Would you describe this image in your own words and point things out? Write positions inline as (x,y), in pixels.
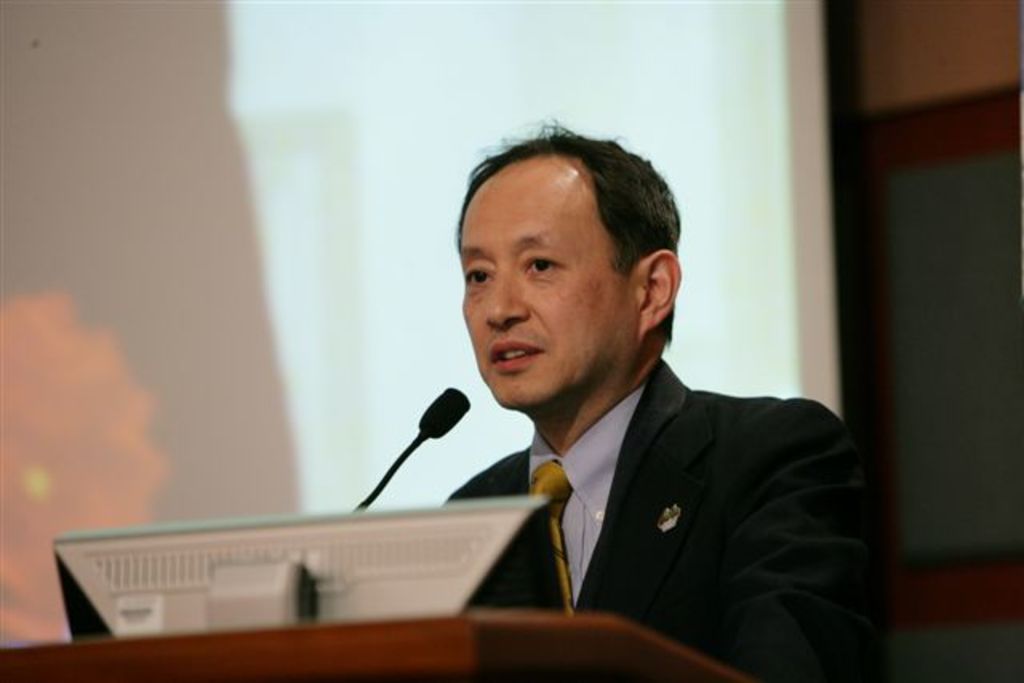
In this image there is a person (799,514) wearing a blazer (728,540) and a tie (558,549). Before him there is a podium (379,639) having a screen (395,568) and a mike (392,472). Behind him there is a screen (811,153). Background (991,361) there is a wall (952,334).
